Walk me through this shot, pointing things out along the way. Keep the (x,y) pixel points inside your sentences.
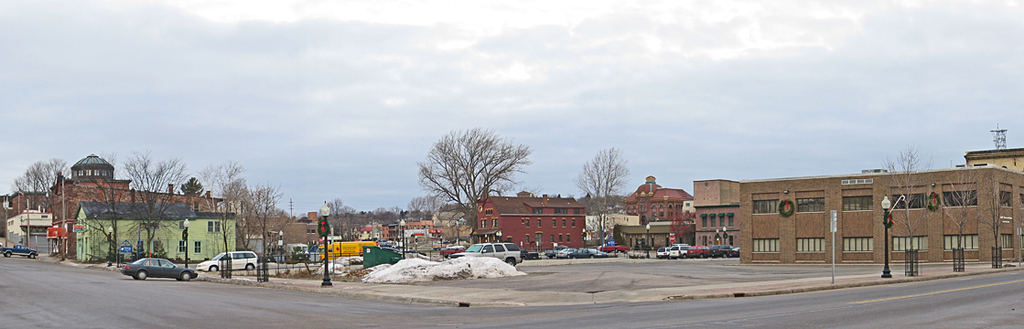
In this picture we can see street lights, poles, vehicles (717,252), trees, buildings (577,213) and other objects (298,263). We can see the road (424,318) and the cloudy sky (559,123).
